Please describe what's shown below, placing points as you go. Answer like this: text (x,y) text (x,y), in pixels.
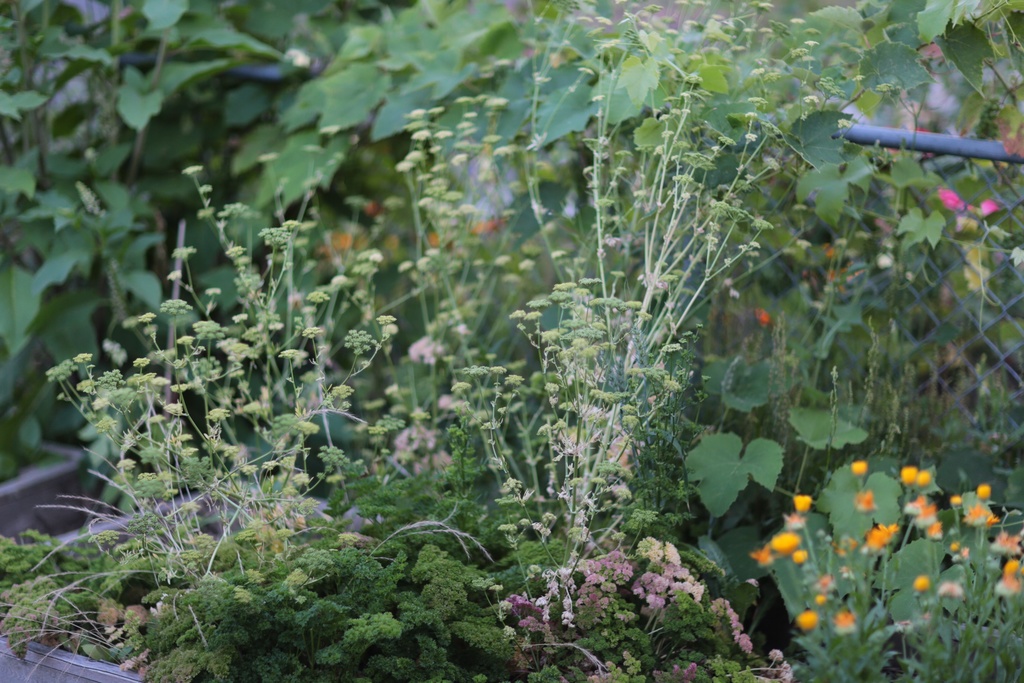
In the image we can see there are flowers (787,550) on the plant (664,519) and behind there are lot of plants (366,184) kept on the pot (33,659).
